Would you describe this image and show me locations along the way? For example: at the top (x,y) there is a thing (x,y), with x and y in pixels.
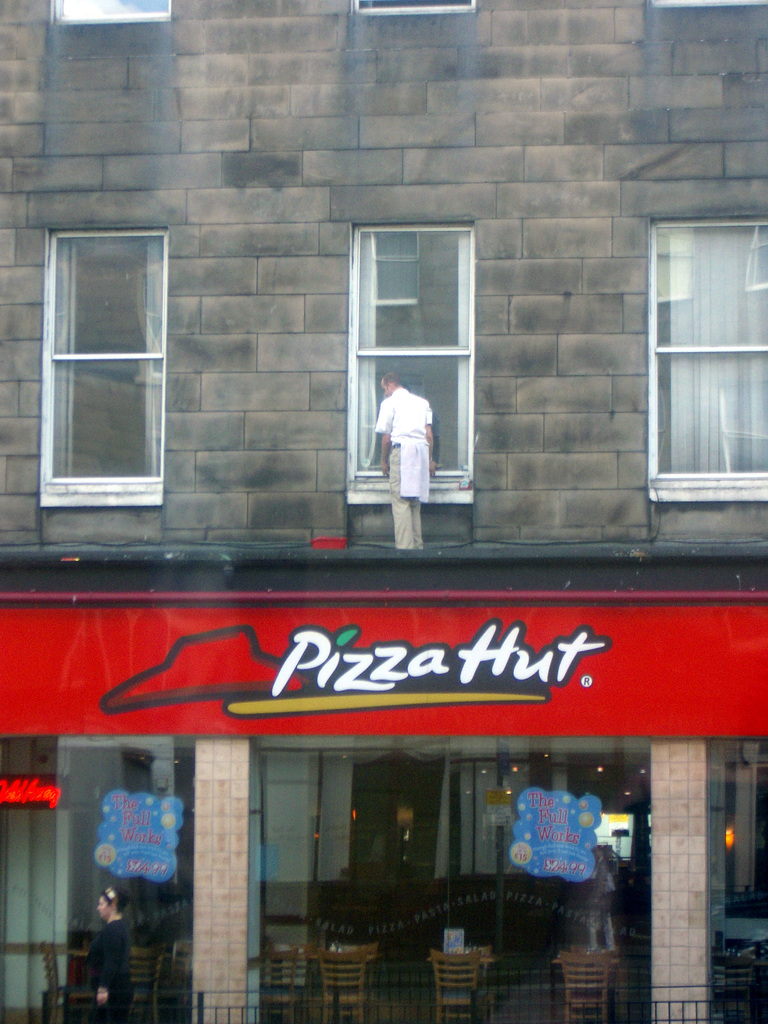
In this picture there is a Pizza hut shop (316,737) in the front (291,908). On the top (447,336) there is a man (415,394) standing and cleaning the glass windows (443,397). In the front (247,680) we can see the red color naming board (532,715).
